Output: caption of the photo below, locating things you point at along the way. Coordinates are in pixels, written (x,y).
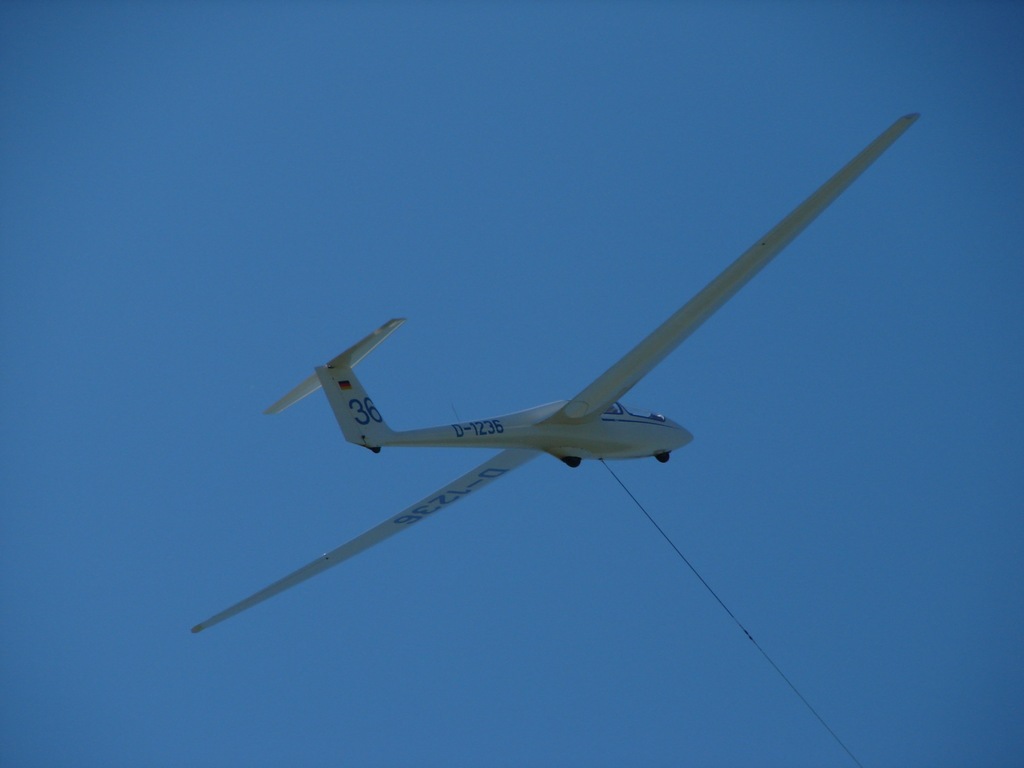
In this picture, we can see a plane (615,448) with a rope (630,495) attached to it and we can see the sky (371,176).
